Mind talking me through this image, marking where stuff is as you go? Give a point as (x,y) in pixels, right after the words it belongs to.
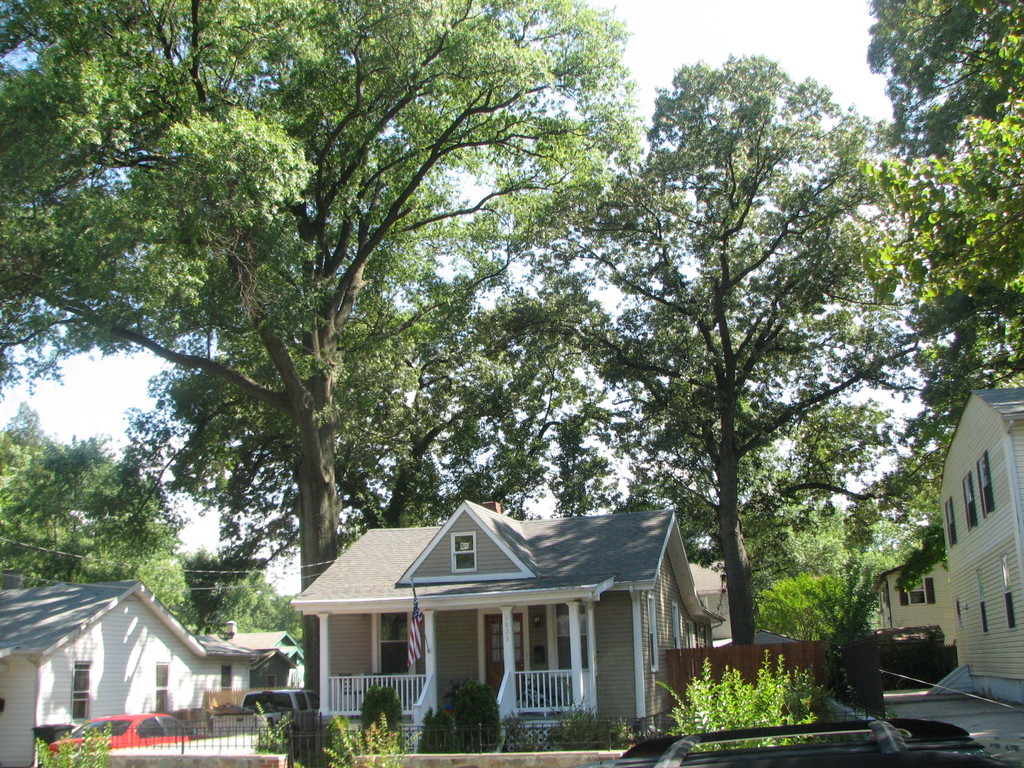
This image consists of trees (386,242) in the middle (427,349). There are houses (439,554) at the bottom (639,698). There are plants (97,747) at the bottom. There are cars (158,725) on the left side (165,714).
